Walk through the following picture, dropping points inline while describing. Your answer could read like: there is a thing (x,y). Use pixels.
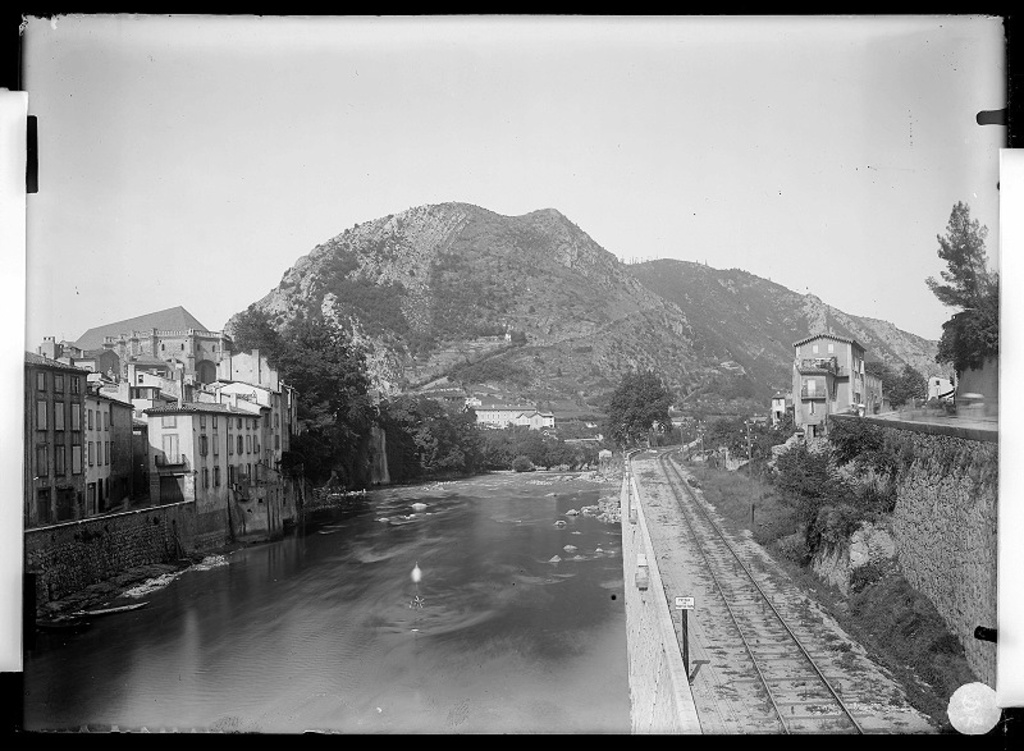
In this image there is an old photograph, in the photograph there is a river (348,583), on the either side of the river (372,549) there are buildings (211,427) and trees (396,467), on the right side of the river (522,546) there is railway track (692,539), in the background of the image (654,309) there are mountains (516,314).
